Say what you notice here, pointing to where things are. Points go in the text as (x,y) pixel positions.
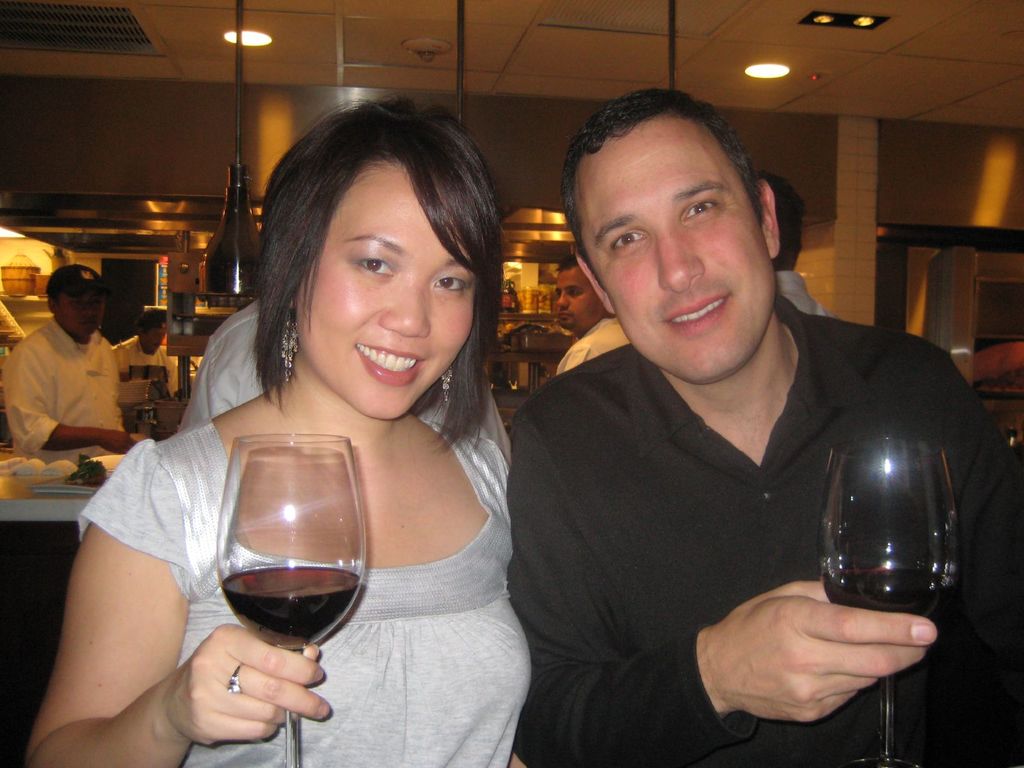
In this picture we can see a man (537,467) and a woman (491,547) holding wine glass (345,577). They are smiling. The man (684,498) wearing black shirt (641,509) and the woman (501,568) is wearing grey t shirt (408,668). Behind them there are many people (52,388). This is looking like a kitchen area (194,264). On the top (84,35) in the ceiling (298,42) there are lights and vent (98,36).
